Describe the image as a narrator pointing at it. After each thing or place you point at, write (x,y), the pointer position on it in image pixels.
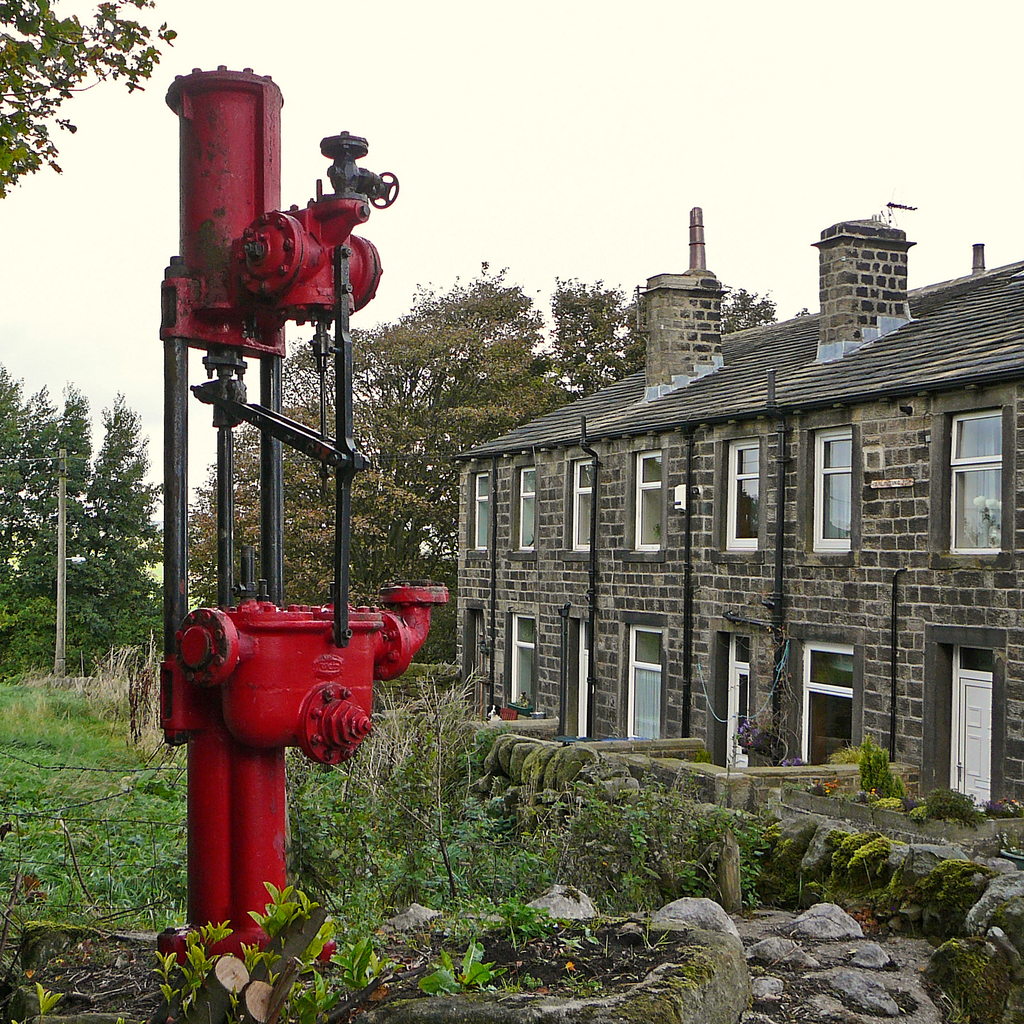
In the foreground (596,806) I can see some object (364,732), stones fence (422,1017), grass (362,904), buildings (997,651) and windows (975,540). In the background (21,357) I can see trees (308,421), pole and the sky (105,105). This image is taken, may be during a day.
